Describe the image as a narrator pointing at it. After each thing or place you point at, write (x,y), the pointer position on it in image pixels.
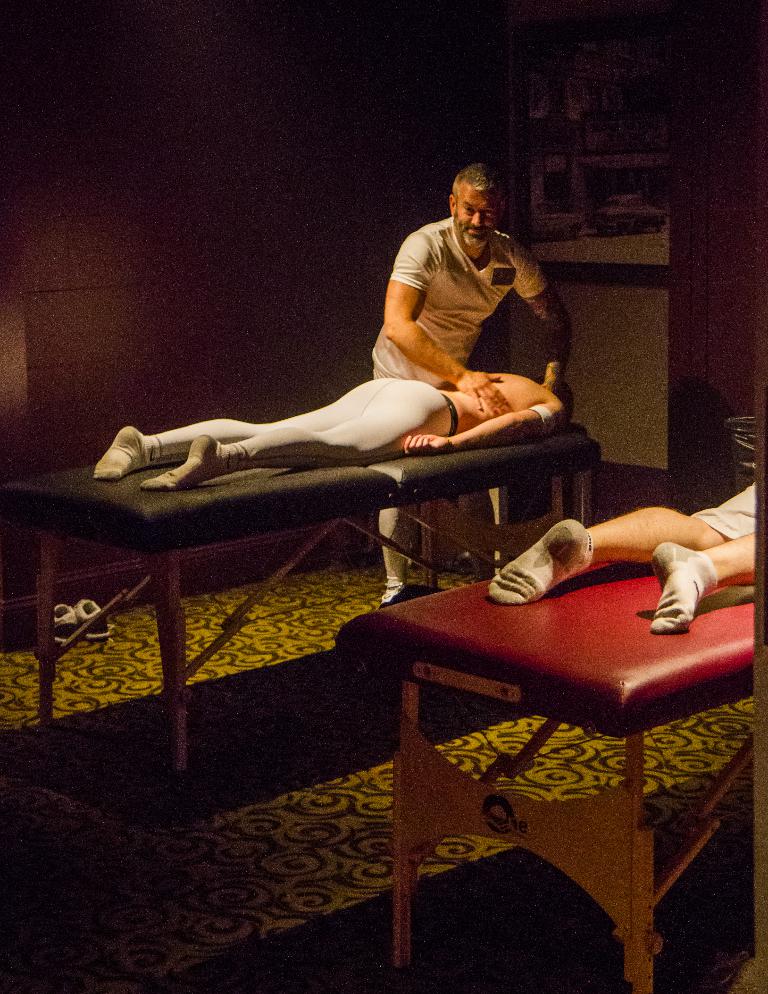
In this image, I can see two people (379,440) lying on the bed (624,593) and a person (449,357) standing. On the left side of the image (69,627), I can see a pair of shoes (77,618) on the floor (83,682). In the background (556,273), It looks like a photo frame (593,225), which is attached to a wall (628,296).
